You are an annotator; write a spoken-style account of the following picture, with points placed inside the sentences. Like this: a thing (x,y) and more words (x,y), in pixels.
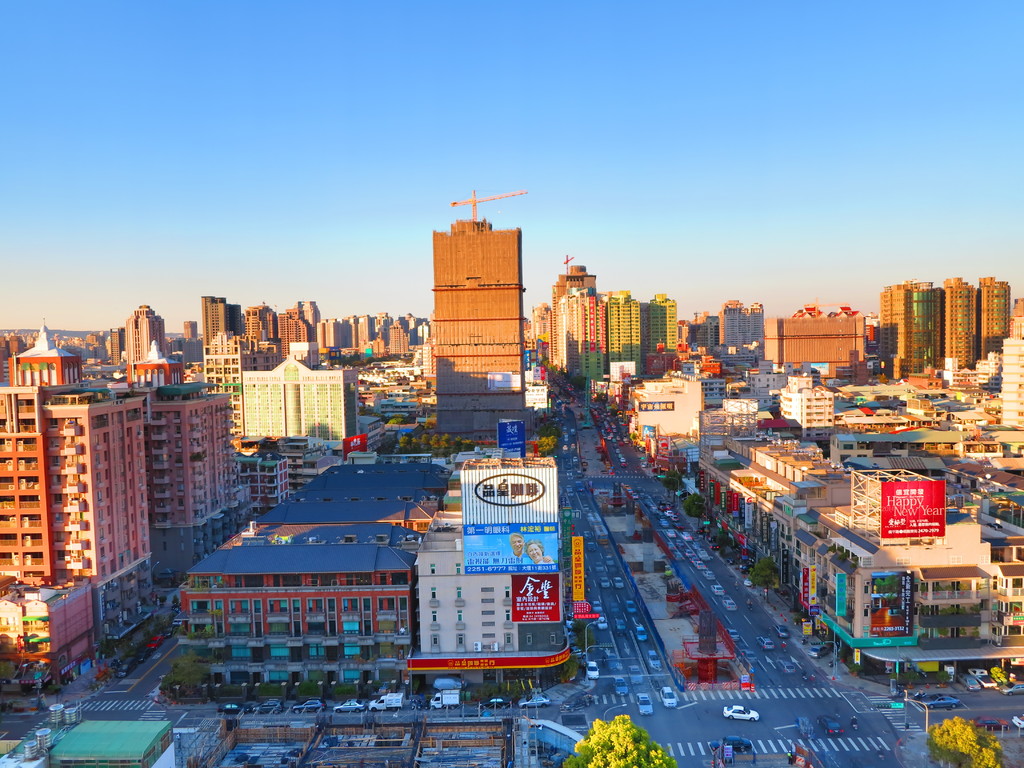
Bottom of the image (350,660) there are some buildings (95,722) and trees (987,763) and poles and there are some vehicles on the road (678,499). Top of the image (185,95) there is sky (694,249).
